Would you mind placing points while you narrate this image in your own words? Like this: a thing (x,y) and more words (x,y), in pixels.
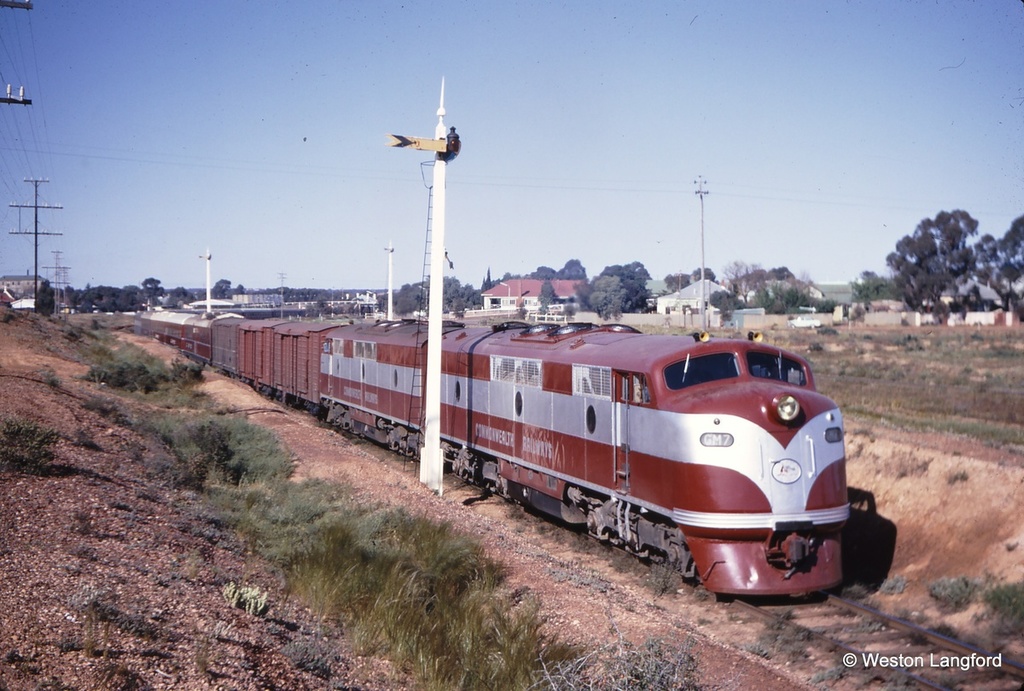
In this picture there is a red color train (379,397) in the center of the image (461,440) and there are houses (520,281) and trees (929,310) in the background area of the image (464,305), there are poles (436,434) and wires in the image.
